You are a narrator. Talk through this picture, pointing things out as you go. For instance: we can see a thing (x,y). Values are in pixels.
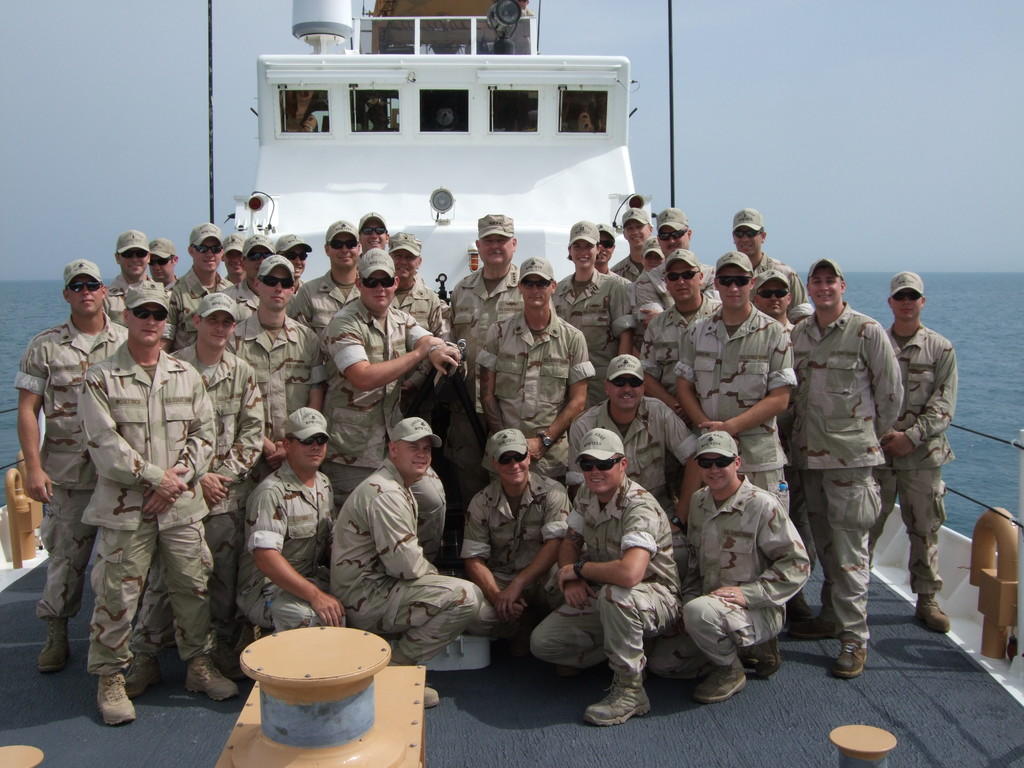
In this image, there are many people (658,464). We can see the ground (450,673) with some objects (388,667). We can also see the fence (1021,442) and some poles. We can also see a white colored object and the sky (902,22). We can see some water (963,392).
